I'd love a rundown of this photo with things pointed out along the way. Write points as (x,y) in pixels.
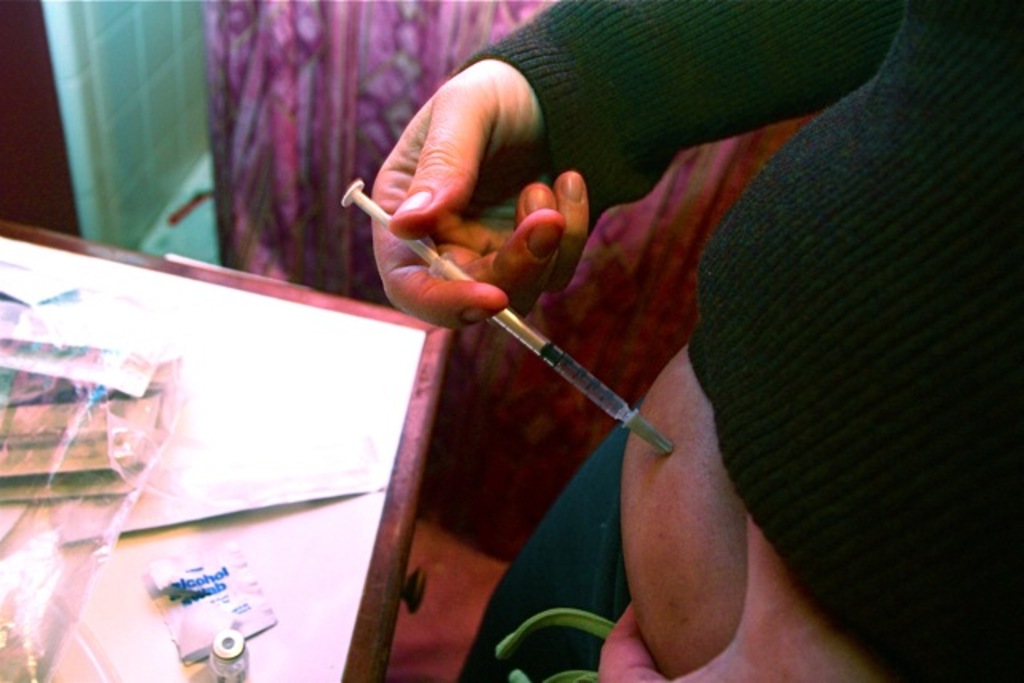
On the left side of the image (89,494) there is a table (221,368), above the table (150,332) there are things (201,586). On the right side of the image (919,225) we can see a person (766,321) is holding an injection (668,448). In the background of the image (678,153) there is a tile wall (105,93) and curtain (345,147).
